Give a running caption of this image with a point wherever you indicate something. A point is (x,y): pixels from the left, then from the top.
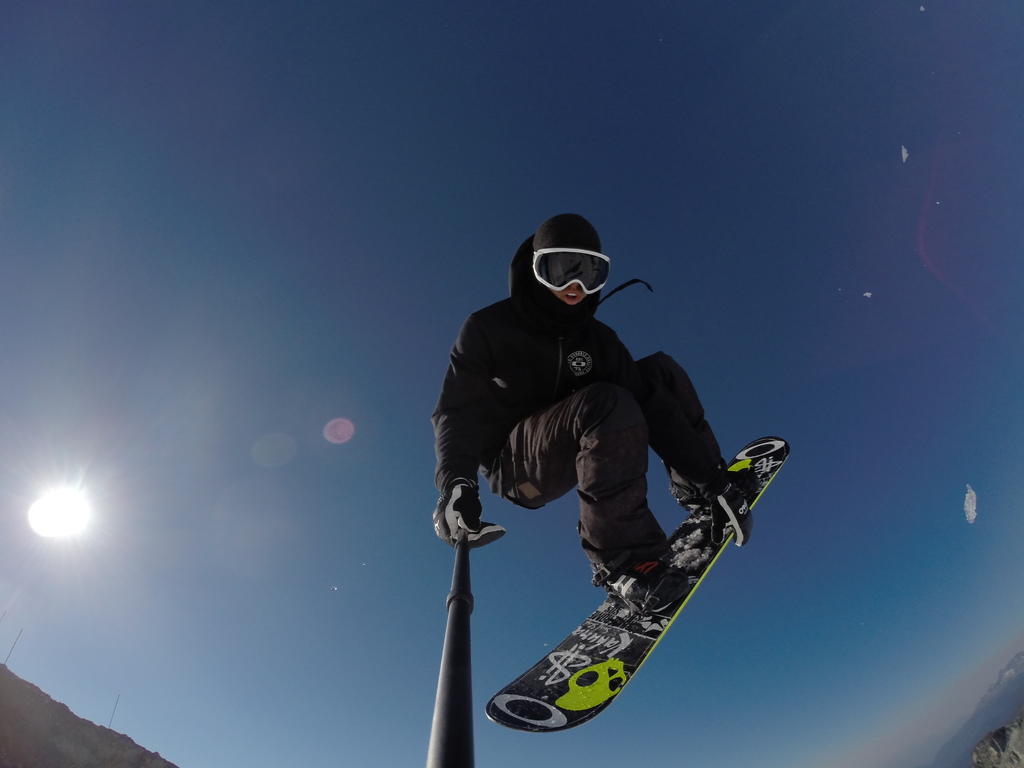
This image is taken outdoors. At the top of the image (327,213) there is a sky (876,677) with sun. In the middle of the image (665,399) there is a person (585,392) with a snow board (628,608) and he is holding a stick (468,735) in his hand (479,540).
